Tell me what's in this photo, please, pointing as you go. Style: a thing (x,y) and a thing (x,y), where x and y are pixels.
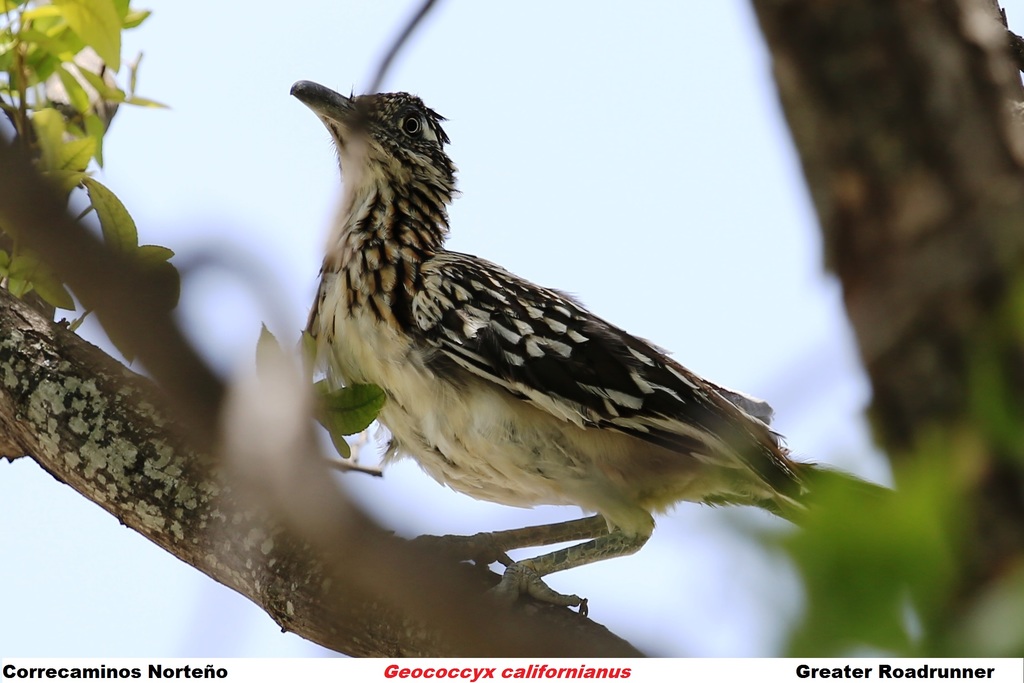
In this image I can see the bird (391,453) on the branch (404,590). I can see few green leaves (38,69) and the bird (533,447) is in cream and black color. The sky (252,140) is in blue and white color.
